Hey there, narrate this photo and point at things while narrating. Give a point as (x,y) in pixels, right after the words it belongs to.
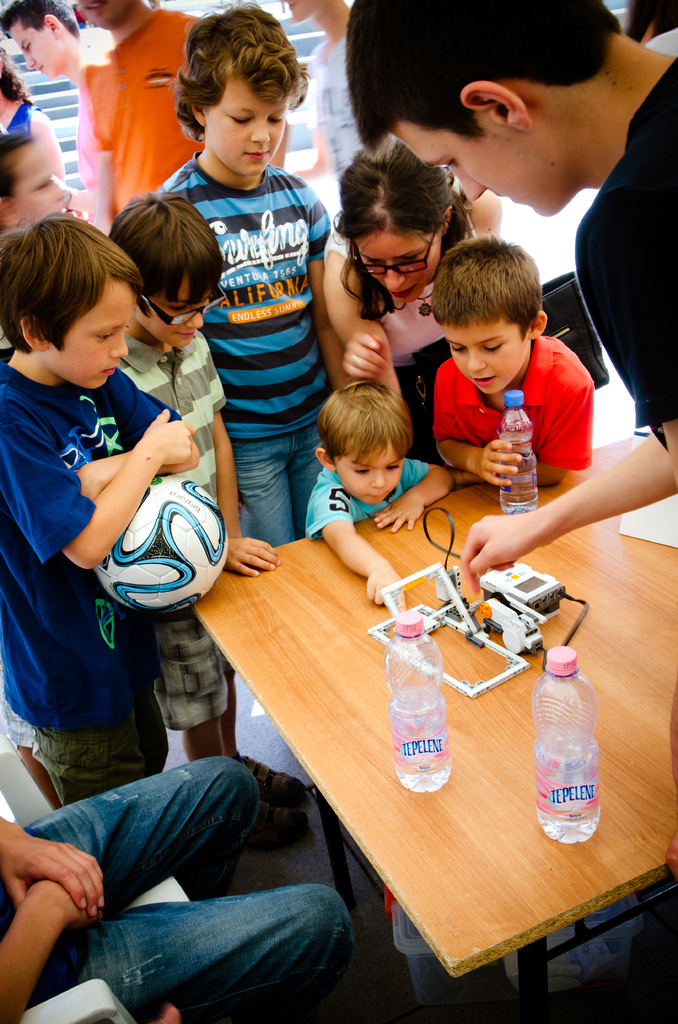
In this picture we can see some persons (392,506). This is table (500,805). On the table (499,857) there are bottles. Here we can see a person (126,812) who is sitting on the chair (85,1010).
